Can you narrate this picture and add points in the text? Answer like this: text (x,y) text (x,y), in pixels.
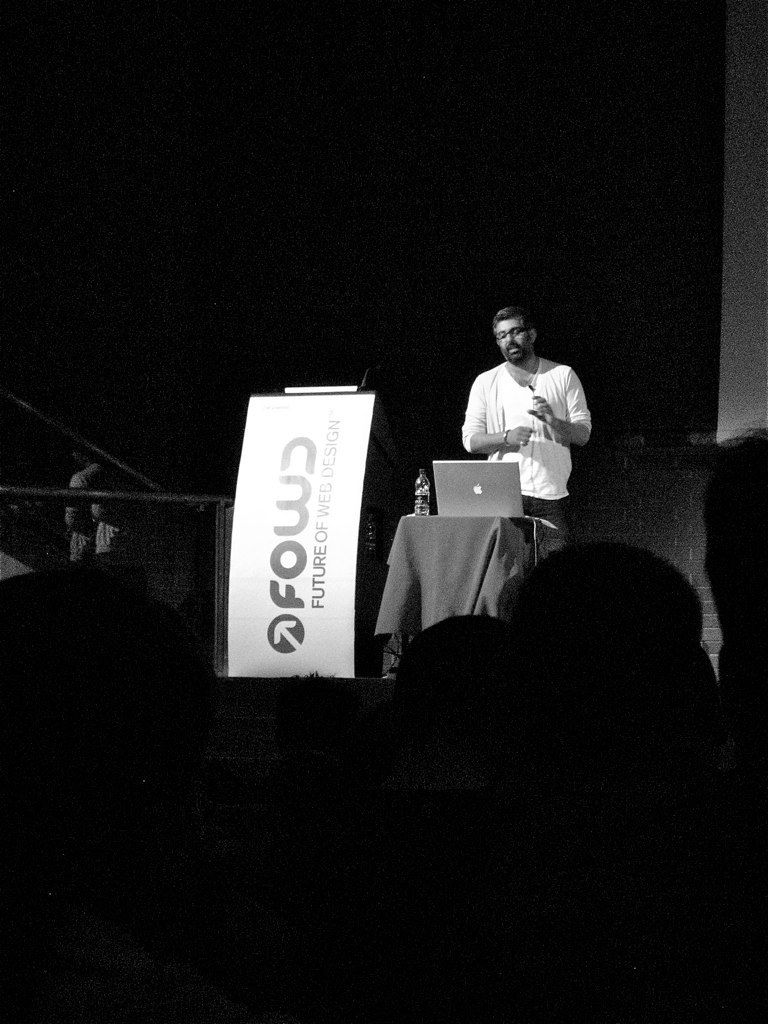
This is a black and white image. A person (529,489) is standing. There is a laptop (470,492) and a bottle (418,509) on a table (475,551). There is a banner (319,534).
